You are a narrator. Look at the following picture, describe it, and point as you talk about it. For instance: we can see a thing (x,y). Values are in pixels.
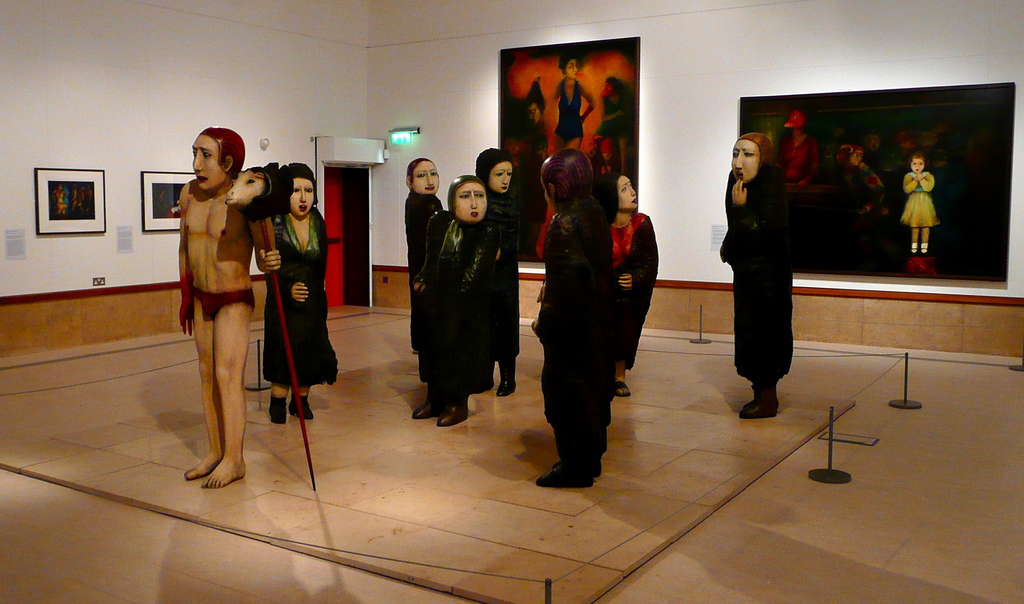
In this image, we can see some statues (548,160) and there are some photos (592,69) on the wall (114,187), we can see the door (335,244).
